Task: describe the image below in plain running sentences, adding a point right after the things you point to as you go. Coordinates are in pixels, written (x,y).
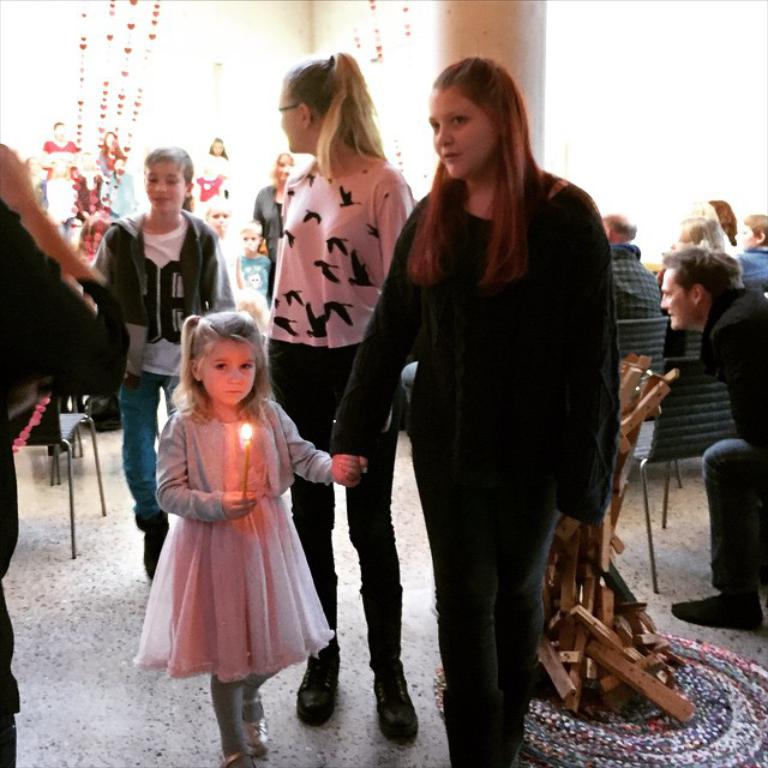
As we can see in the image there are few people (445,509) here and there. Few of them are standing and few of them are sitting on chairs (690,378). The girl (230,381) over here is wearing pink color dress (234,546) and holding a candle (249,452).
